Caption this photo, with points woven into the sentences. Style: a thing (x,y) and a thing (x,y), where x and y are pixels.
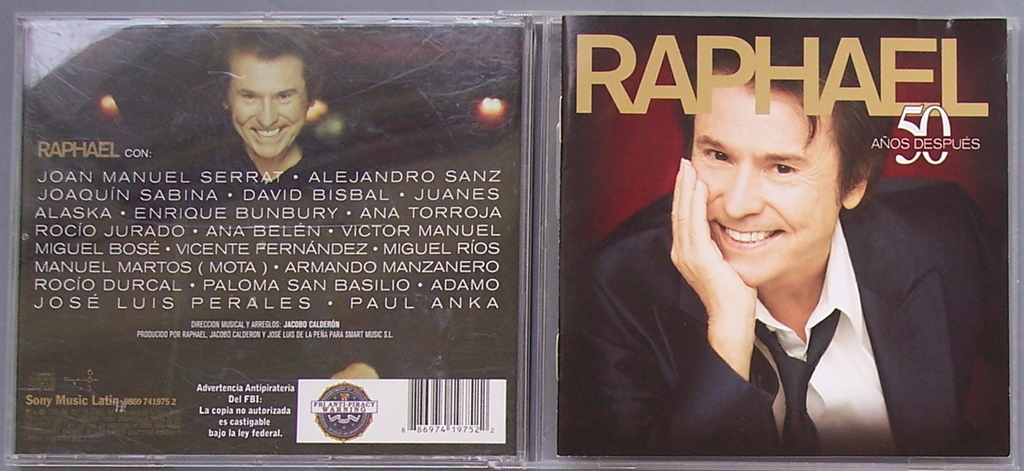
This is a picture of the CD case (690,303) in this picture, on the right side (728,288) there is one person (644,286) who is smiling. On the left side (204,196) there is another person (241,207) who is standing and smiling and there is some text (400,230) written on that CD case (271,281).
